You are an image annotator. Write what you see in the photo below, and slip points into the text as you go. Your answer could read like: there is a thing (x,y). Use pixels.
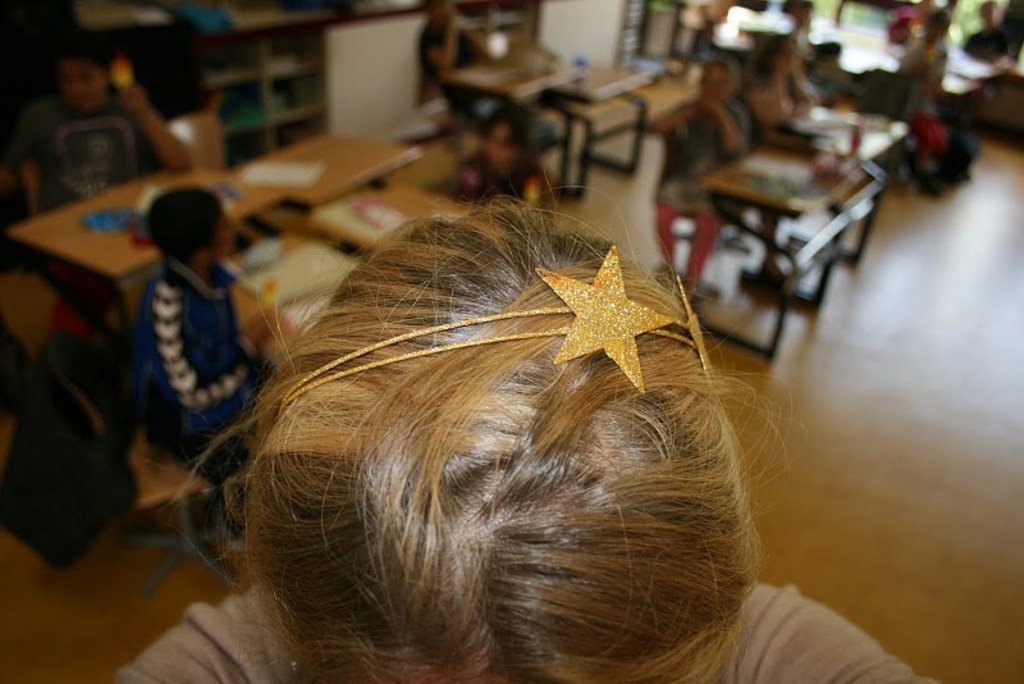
In this picture we can see a person (408,442) with a hair accessory (408,337). Behind the person (432,443), there are groups of people (971,48) sitting on benches (179,130). Behind the people (200,338) there are tables (355,161) and some blurred objects (505,4).
